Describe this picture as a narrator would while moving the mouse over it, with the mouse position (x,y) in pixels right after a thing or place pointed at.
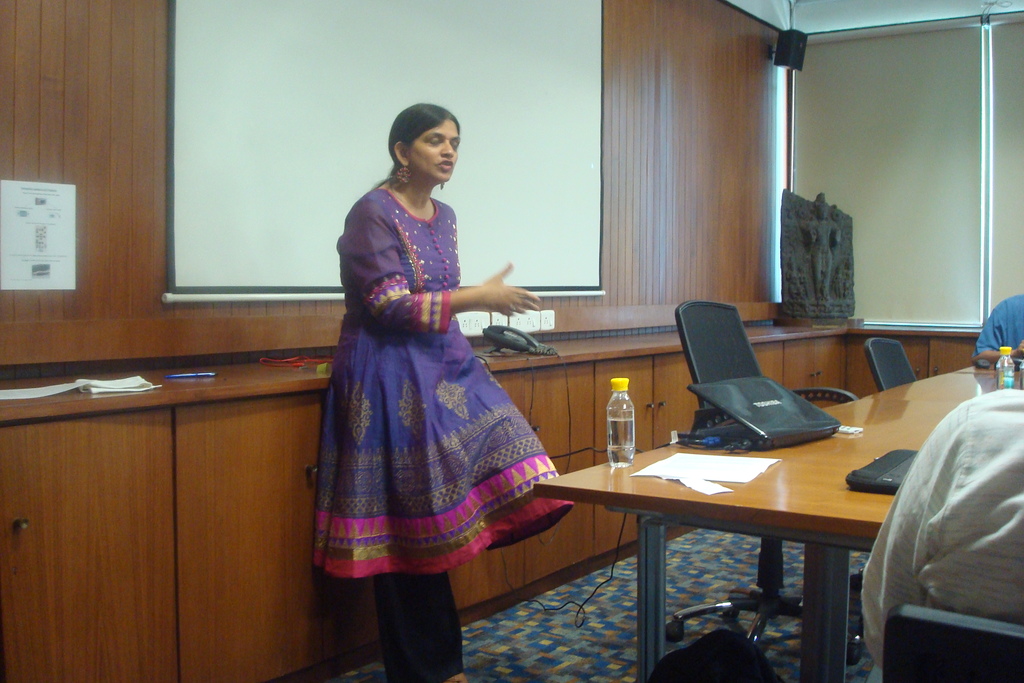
This image is clicked in a room (745,123). There is a woman (416,440) standing and wearing a blue dress (391,471). In the background (101,312), there is a wooden wall (71,116), on which a projector screen (262,83) is placed. In the middle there is a table (840,529) on which laptops (774,386) are kept. Beside that there are two chairs (746,334).
